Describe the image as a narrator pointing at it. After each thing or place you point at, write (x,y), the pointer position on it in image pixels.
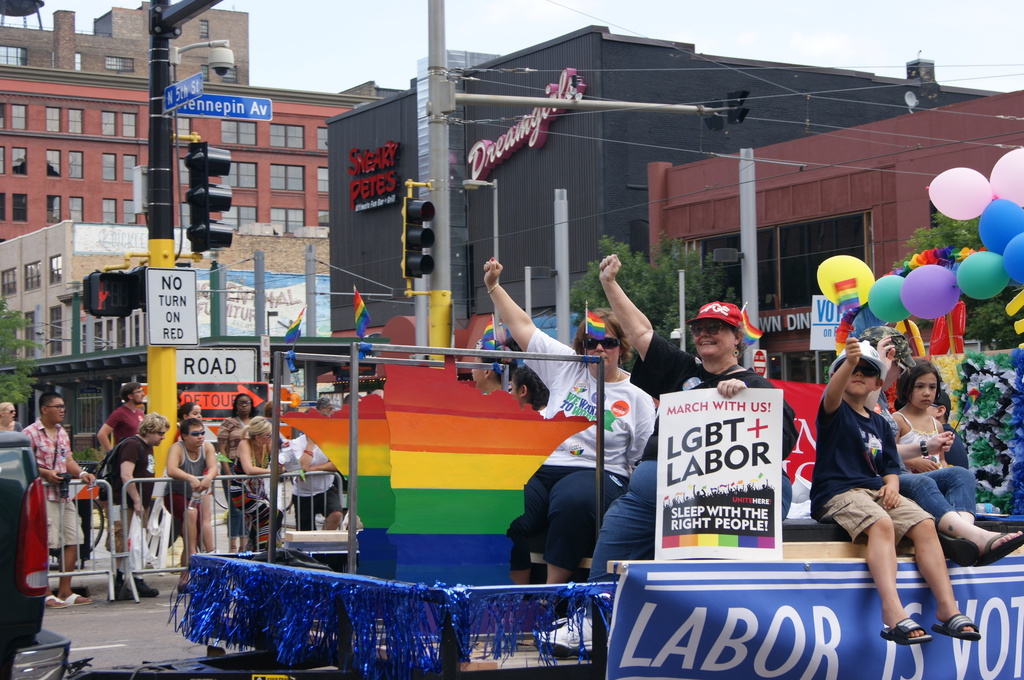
On the left side of the image (186,449) we can see some persons (213,459) are standing, traffic signal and few buildings (93,379). In the middle of the image (588,232) we can see traffic signal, a building (491,113) on which some text (514,146) is there and two ladies (622,395) are sitting. On the right side of the image (988,266) we can see two kids (872,482), balloons (827,280) and a building (868,227).
